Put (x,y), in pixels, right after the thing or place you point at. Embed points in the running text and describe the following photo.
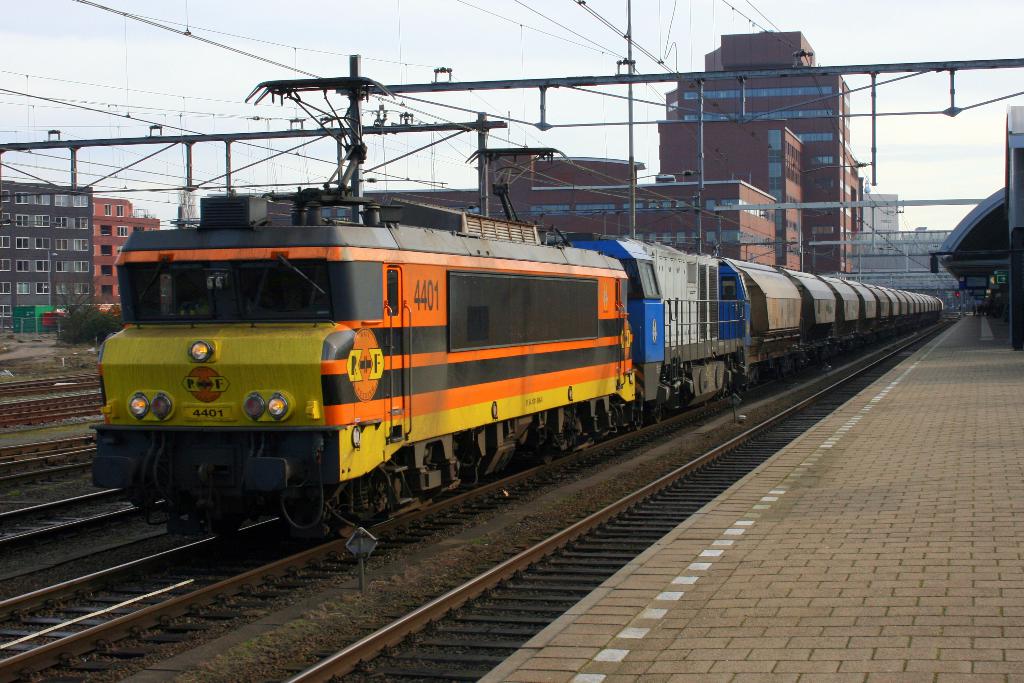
In the center of the image (383,397) we can see one train (419,410), which is in yellow, orange and blue color. And we can see grass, railway tracks (239,562) etc. In the background (372,6), we can see the sky (947,29), clouds (357,45), buildings (724,129), poles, wires (143,120), sign boards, trees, fences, platform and a few other objects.
